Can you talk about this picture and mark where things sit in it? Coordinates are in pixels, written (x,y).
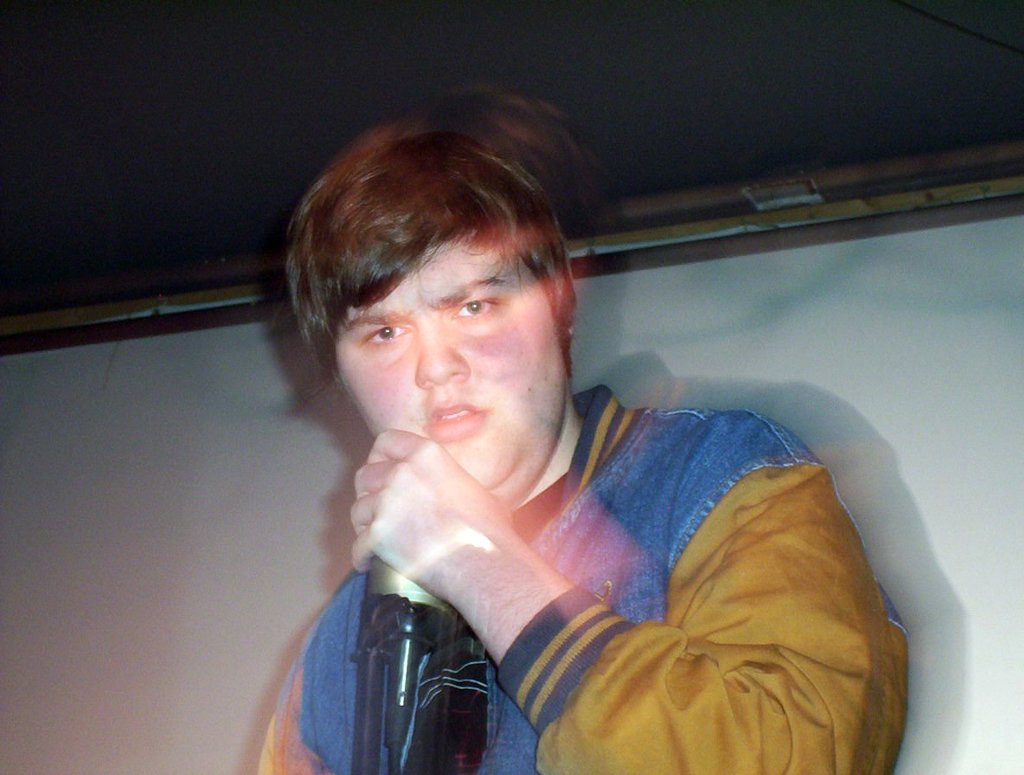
This is a boy (499,431) holding a microphone (408,669) in his hand (406,567) in the background (716,386) this is a wall (801,313).
